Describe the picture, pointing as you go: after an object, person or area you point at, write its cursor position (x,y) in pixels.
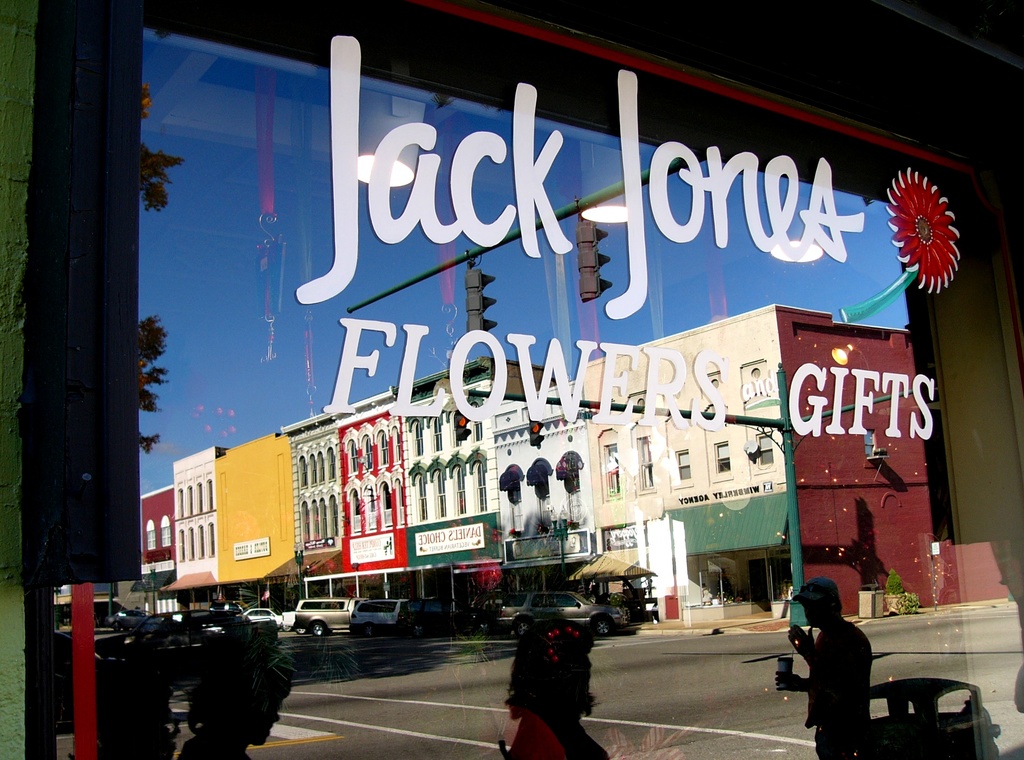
This is the picture of a city (675,467). In this image there is a building (957,416) on the mirror (742,512) of the door (795,561) there is a reflection (314,477) of buildings (712,450), vehicles (891,718) on the road (895,643) and there are group of people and there is a tree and at the top (305,239) there is sky (238,190).
